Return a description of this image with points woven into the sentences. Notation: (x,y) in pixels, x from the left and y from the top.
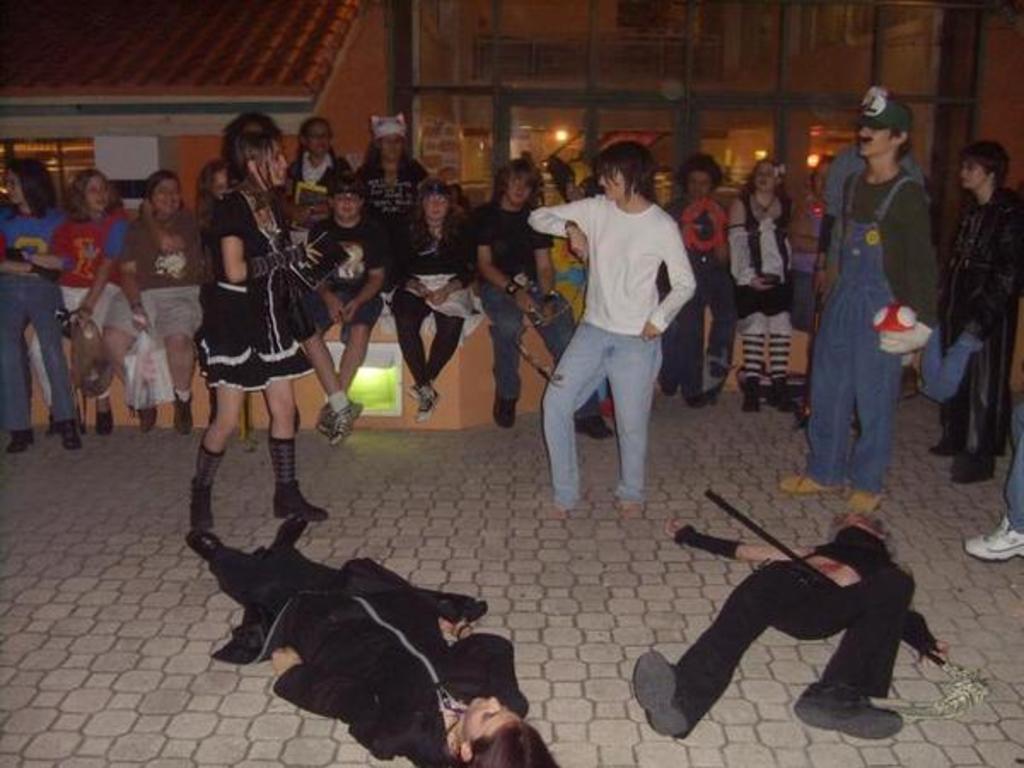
In the foreground of this image (621,680), on the ground (740,701), there are two persons (482,682) lying down. In the background (615,285), there is the crowd (445,230) few are standing and few are sitting and there is a glass wall (731,55) and a house (276,92) in the background (289,93).
